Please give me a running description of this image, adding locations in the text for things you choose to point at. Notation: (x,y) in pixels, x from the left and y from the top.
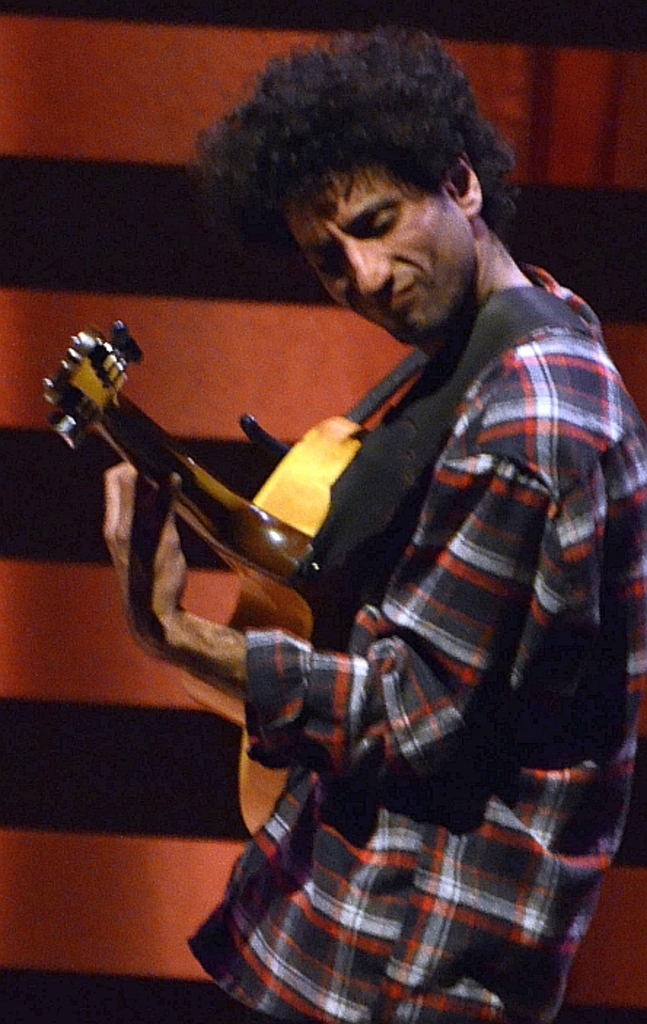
In the picture a man (436,605) wearing check shirt (513,701) is playing a guitar (315,513), behind him there is an orange and black color wall (340,398).
